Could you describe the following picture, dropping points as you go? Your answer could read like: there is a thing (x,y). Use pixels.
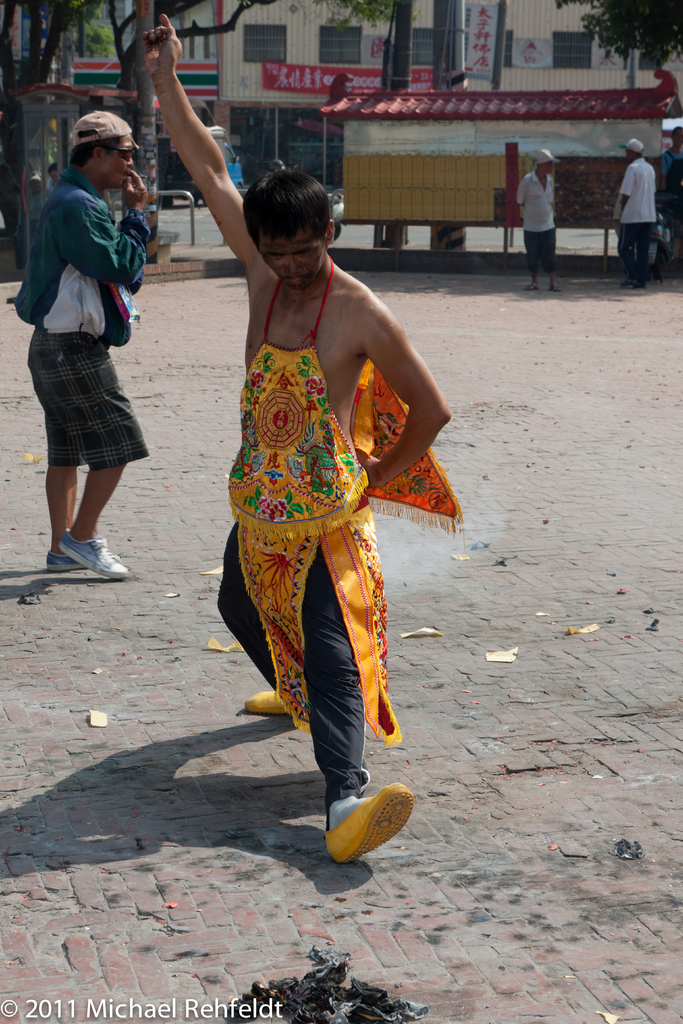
In this image we can see a man (270,216) standing on the road (256,760). We can also see another man (70,480) with cap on the left (98,490). In the background (646,169) we can see the buildings (533,21), trees (38,53), road (200,225) and also three persons (645,212). We can see some papers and the black color cover (336,969) on the road (271,950). In the bottom left corner (202,1014) there is text (205,1006).
